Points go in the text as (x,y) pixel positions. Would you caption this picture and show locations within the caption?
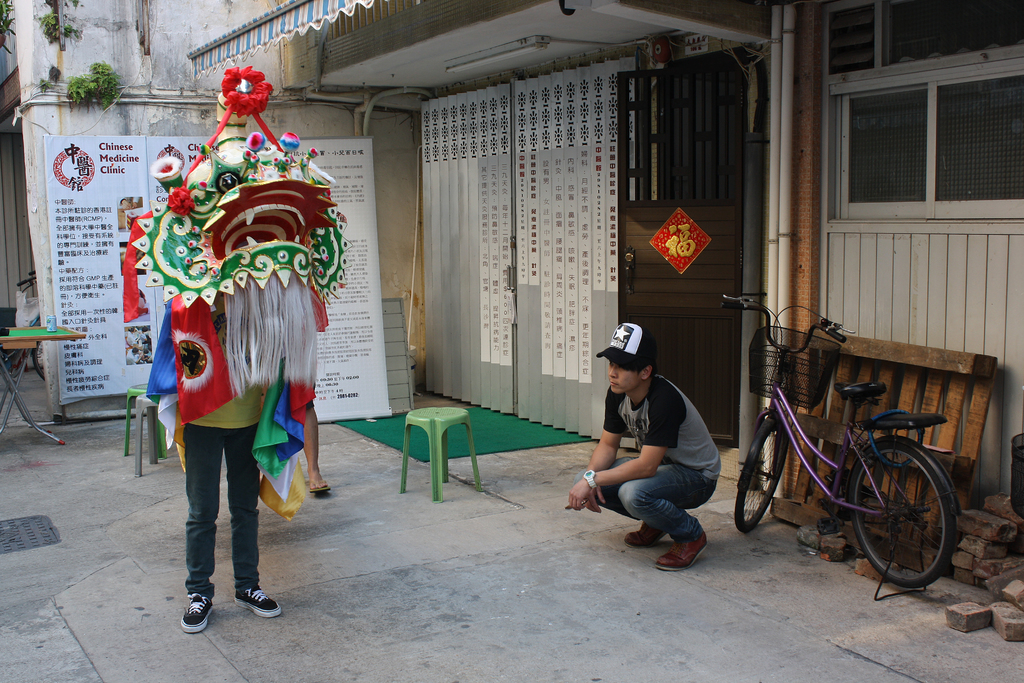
In this image at the center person (215,428) is standing. Behind him there are two chairs (150,445). At the background (56,164) there is a banner (366,321). Beside the banner (95,358) there is a table (36,329). At the right side of the image (709,317) there is a building (579,150). In front of the building (726,406) one person (693,458) is sitting. Behind him there is a cycle (861,512) and some bricks (966,552) are on the floor (664,583).
